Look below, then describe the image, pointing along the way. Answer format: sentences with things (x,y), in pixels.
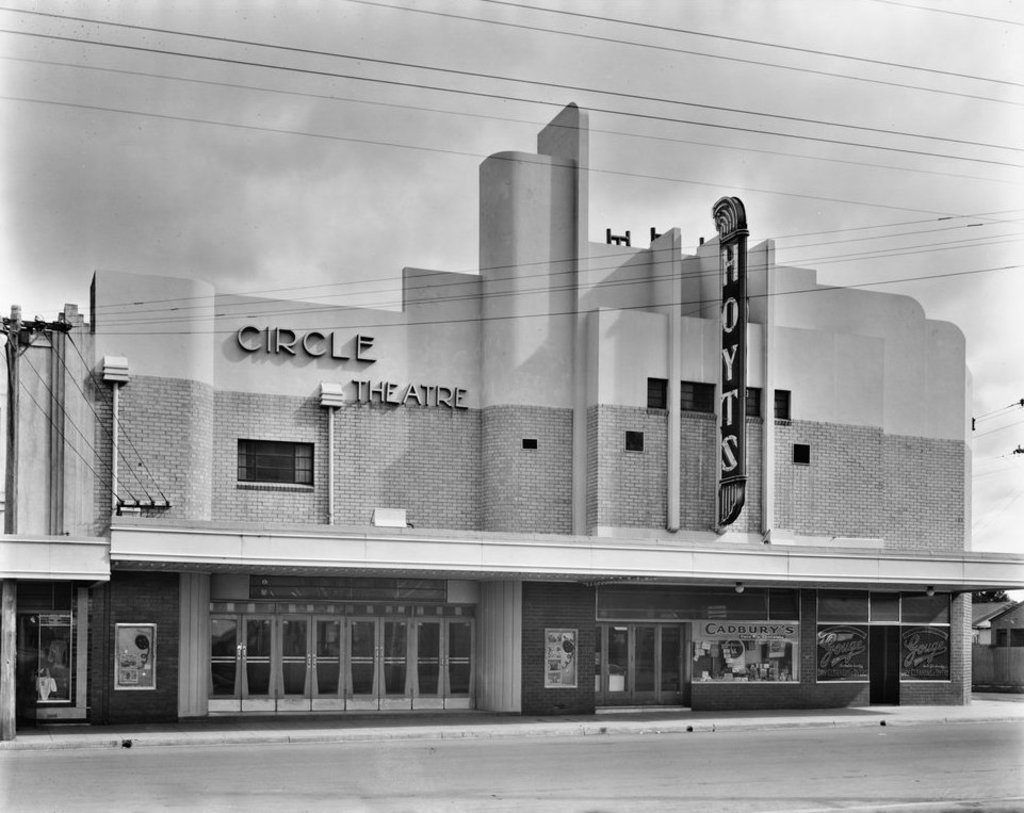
In this image I can see the building (567,493). I can see the glasses (398,670) and some boards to the building (379,409). I can also see the name circle theater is written. In-front of the building (397,657) I can see the road (482,761). In the background (425,198) I can see the clouds (383,204) and the sky (343,212).
